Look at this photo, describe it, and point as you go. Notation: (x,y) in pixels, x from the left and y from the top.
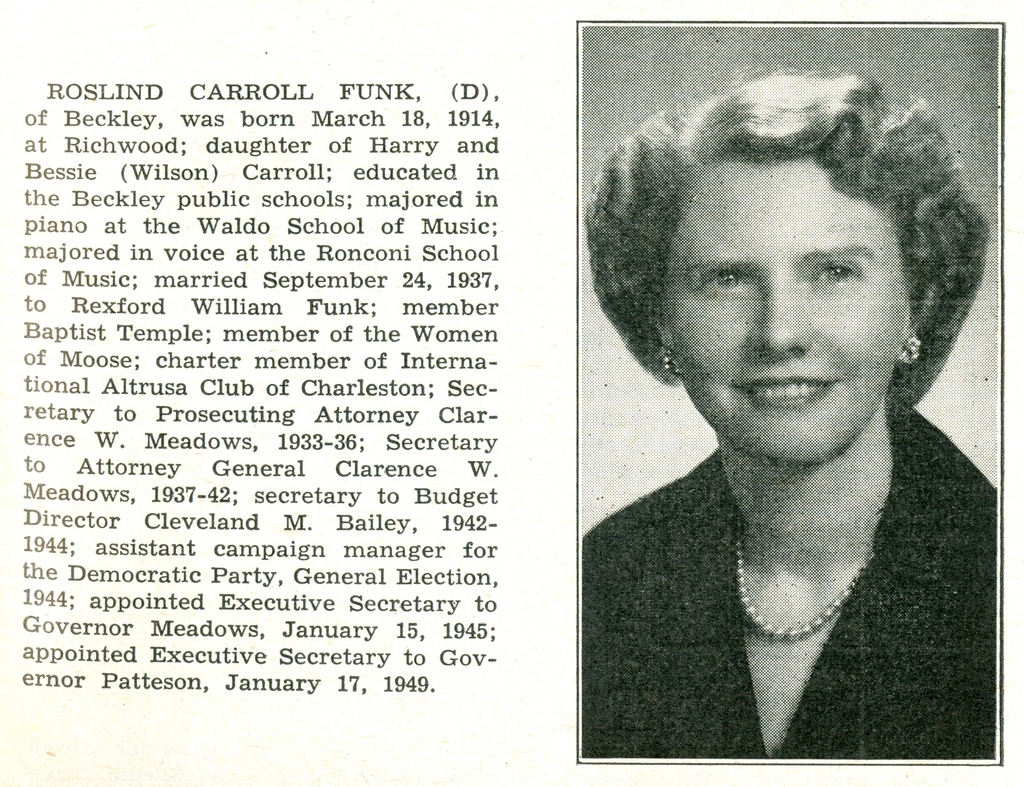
Here we can see a paper (604,436) with picture (619,412) of a woman (821,541) on the right side (794,512) and on the left (153,311) we can see a paragraph (240,328) written on it.
